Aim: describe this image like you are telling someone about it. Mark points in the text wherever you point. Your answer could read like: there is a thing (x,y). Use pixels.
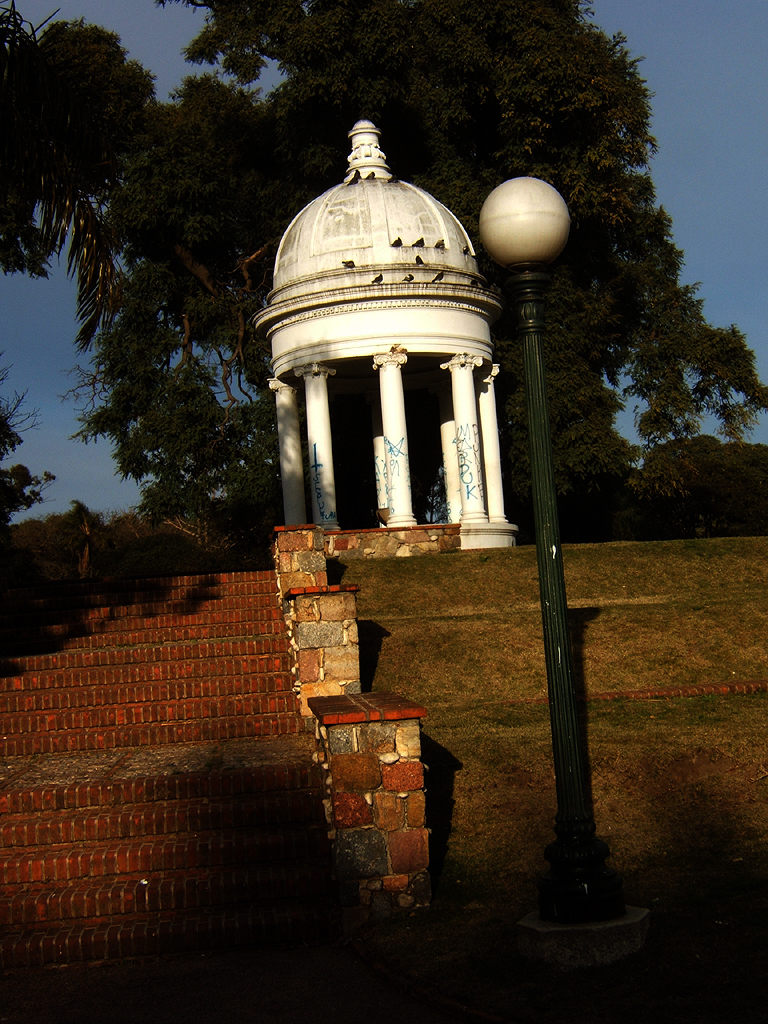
In the foreground of this image (376,920), there are few stairs (203,758), a pole (568,691), grass land (674,661) and a shelter like architecture (371,399). At the top (212,129), there are trees (438,74) and the sky (713,79).
